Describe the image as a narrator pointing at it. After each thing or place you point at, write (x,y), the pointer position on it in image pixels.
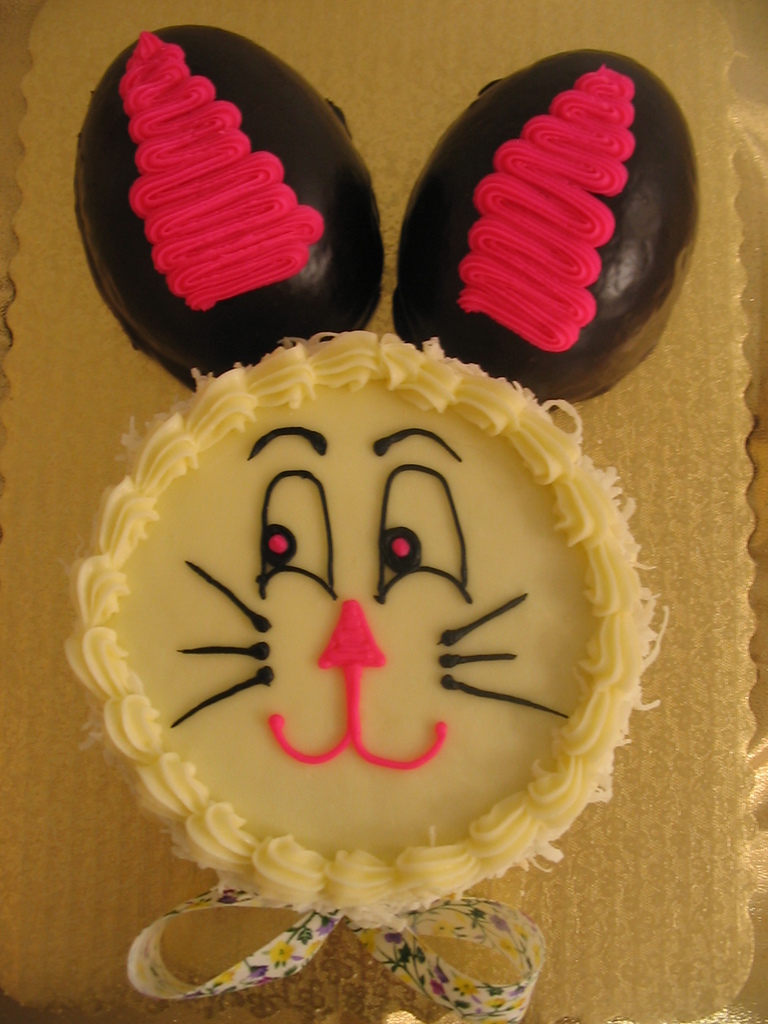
In this picture, we can see a cake (236,821) on an object (453,65).
